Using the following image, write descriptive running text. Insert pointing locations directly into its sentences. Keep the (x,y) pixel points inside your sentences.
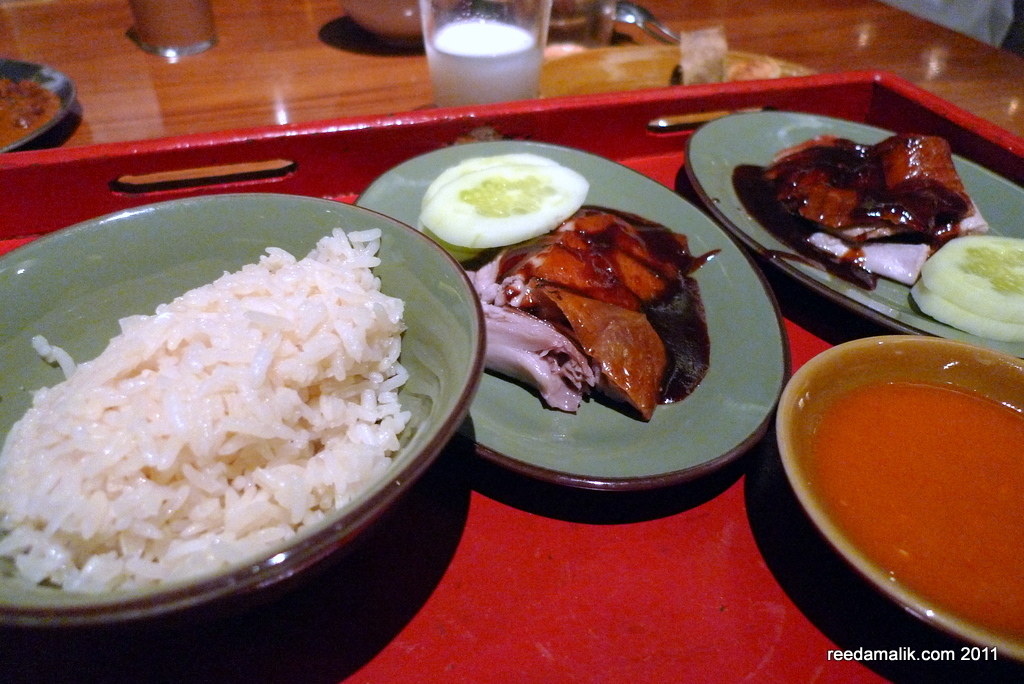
In this image there are bowls (333,466), plates (633,271), glasses (464,4), tray (119,167), food (577,318) and objects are on the wooden platform (854,45).
